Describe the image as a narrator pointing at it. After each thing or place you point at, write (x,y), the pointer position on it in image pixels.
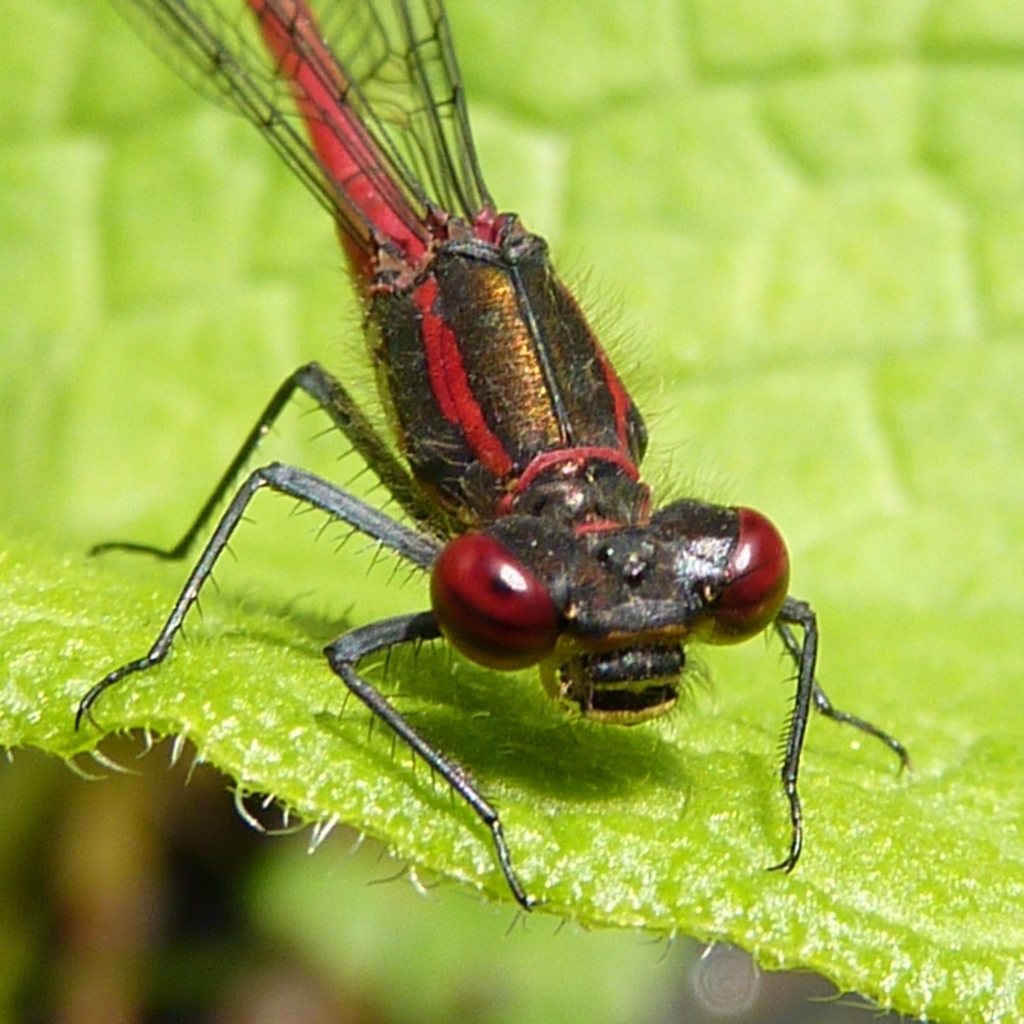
This image consists of a dragonfly (498,510) on a green leaf (457,815). The fly (726,586) is in black and red color.
